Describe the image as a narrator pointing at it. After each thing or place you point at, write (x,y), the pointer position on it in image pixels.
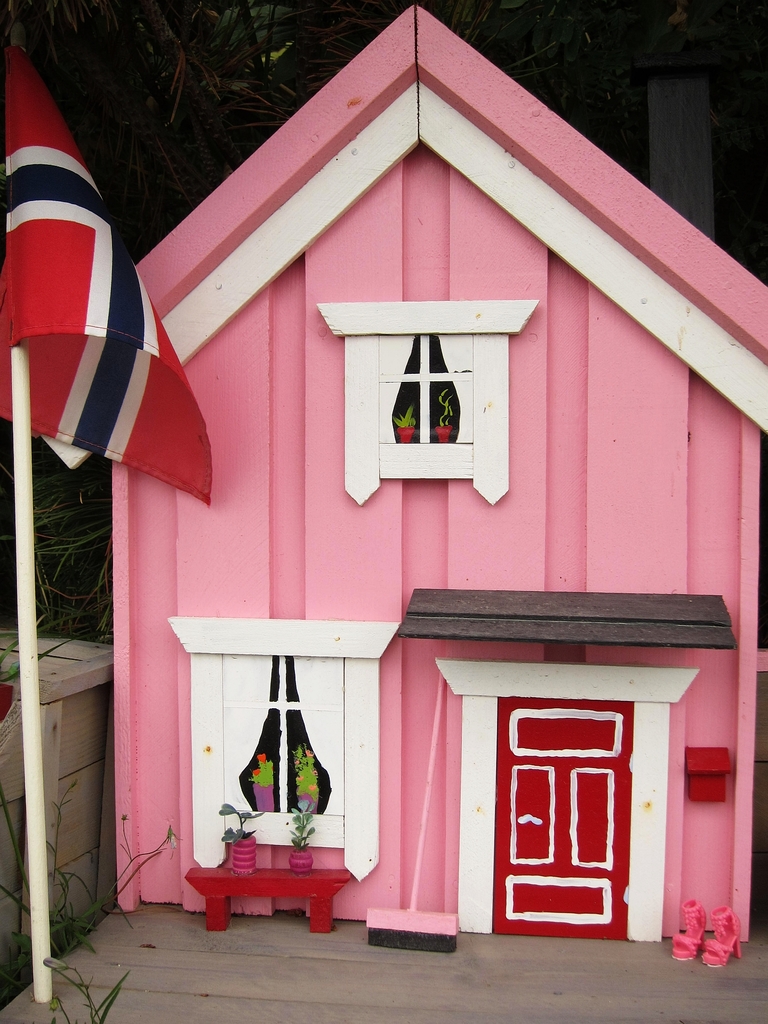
In the foreground of the image (702,864), there is a depiction house (231,827), flower pots (309,814) and also we can see a flag (0,328) on the left (56,217) and greenery (194,62) in the background (173,75).
